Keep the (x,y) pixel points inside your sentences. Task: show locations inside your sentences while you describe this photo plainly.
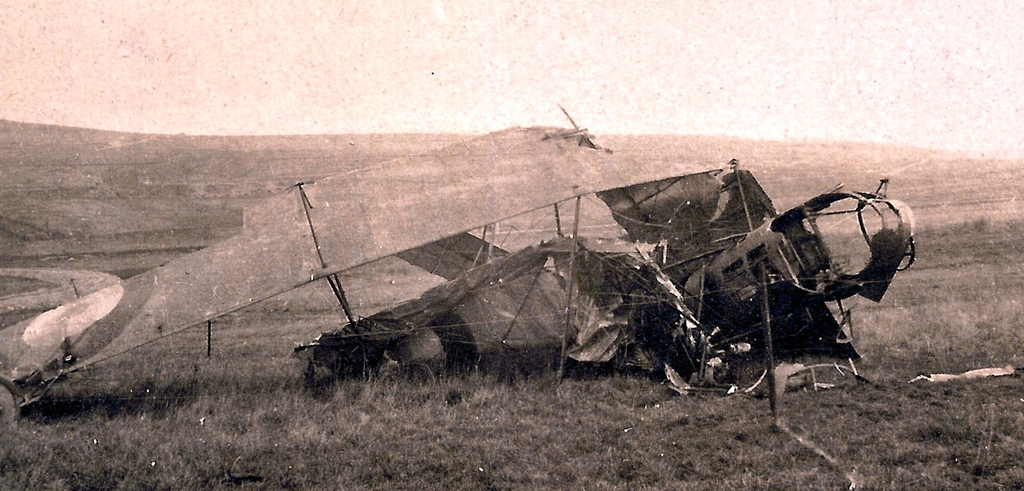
This is an edited image. In the center of the image (637,314) we can see the collapse airplane (600,268). In the background of the image (240,318) we can see the ground (276,193) and grass (520,380). At the top of the image (445,119) we can see the sky (348,122).
